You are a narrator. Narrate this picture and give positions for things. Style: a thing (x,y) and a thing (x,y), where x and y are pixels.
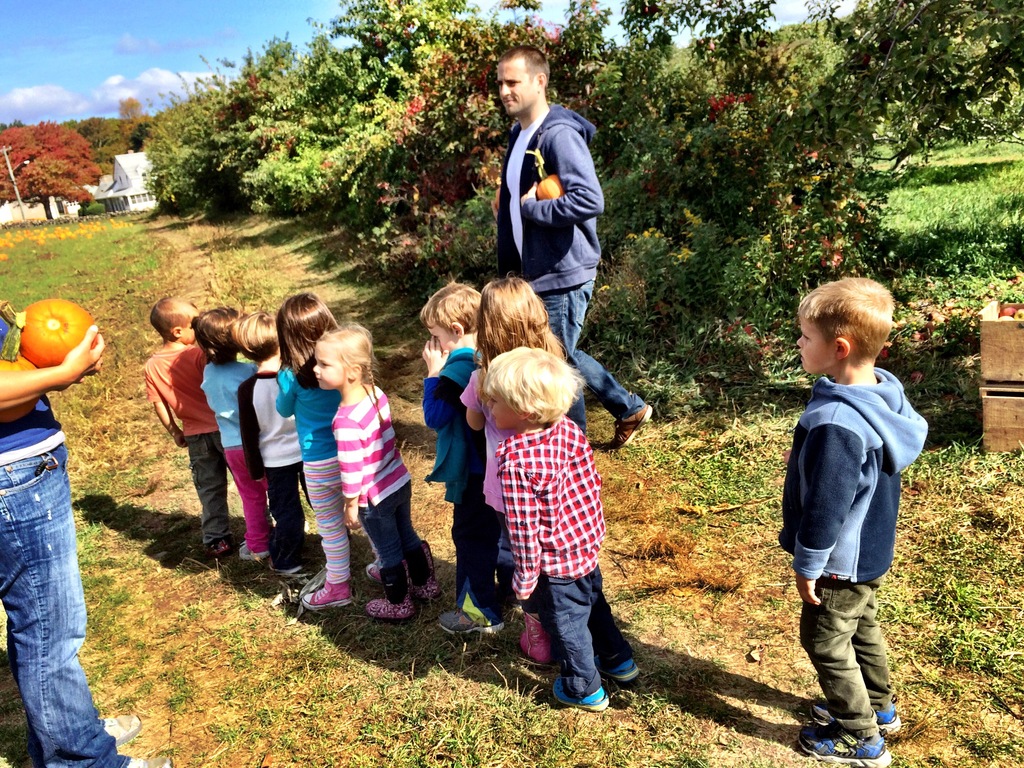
In this image I can see two persons (56,633) and few children (244,369) are standing. I can see these two are holding few fruits (547,188) and in the background (669,258) I can see grass (123,234), number of trees (775,199), a house (148,161), clouds (119,108) and the sky (205,53). On the right side of this image (1007,424) I can see few boxes (996,388) and in one box (1002,321) I can see few fruits (1016,317).
